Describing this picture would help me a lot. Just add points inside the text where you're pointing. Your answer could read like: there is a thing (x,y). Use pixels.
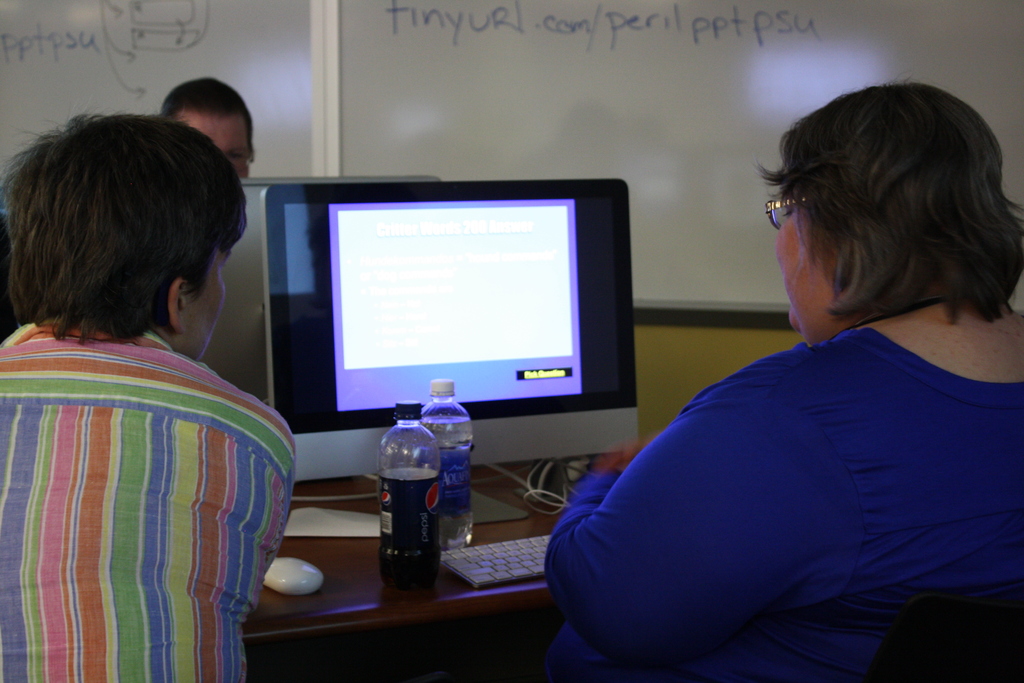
The image is taken in the room (700,387). On the right side (700,593) there is a lady (826,515) sitting. On the left (153,531) there is a man (164,503). In the center of the image (420,229) there is a table (311,625) and a computer (473,420) placed on the table (485,600). We can see some bottles (423,565) and wires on the table (545,505). In the background (481,142) there is a board (528,108).
